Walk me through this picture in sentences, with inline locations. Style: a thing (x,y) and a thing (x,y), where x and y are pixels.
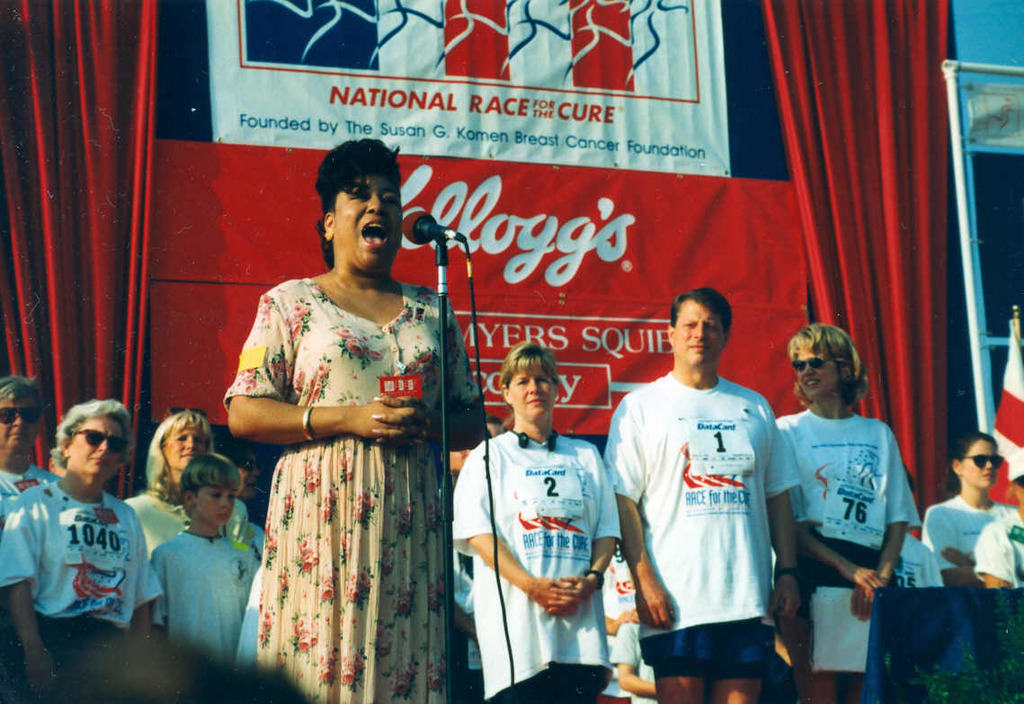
In the image we can see there is a woman (335,358) standing and there is a mic (427,242) with a stand (448,585). Behind her there are other people (580,498) standing and there is a banner (403,236).
